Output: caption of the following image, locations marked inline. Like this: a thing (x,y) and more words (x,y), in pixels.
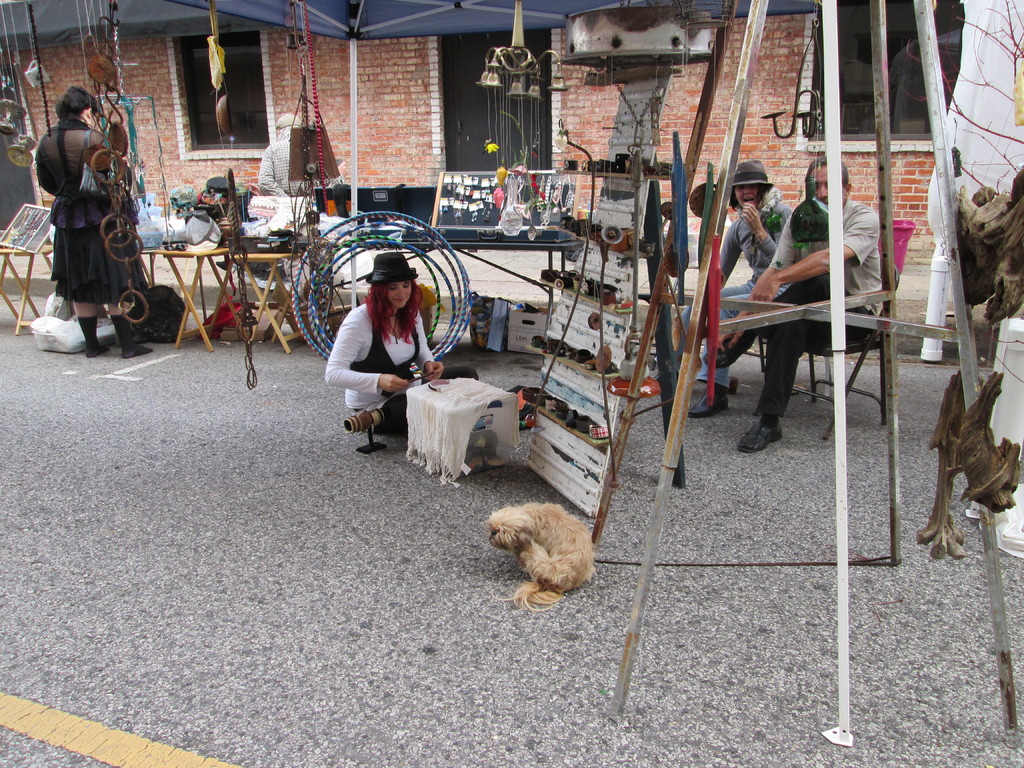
This is the view of the street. There are many persons (397,279). Two persons (826,257) are sitting on chair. There is a dog (554,542) near a stand (609,269). There are some items (599,358) kept on the stands (598,373). There is a table (488,403). A lady (405,338) wearing a hat (385,269) is sitting. Behind her there are some items (360,241). There are bags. In the background (147,147) there is a brick wall (678,98) with windows (239,89).
